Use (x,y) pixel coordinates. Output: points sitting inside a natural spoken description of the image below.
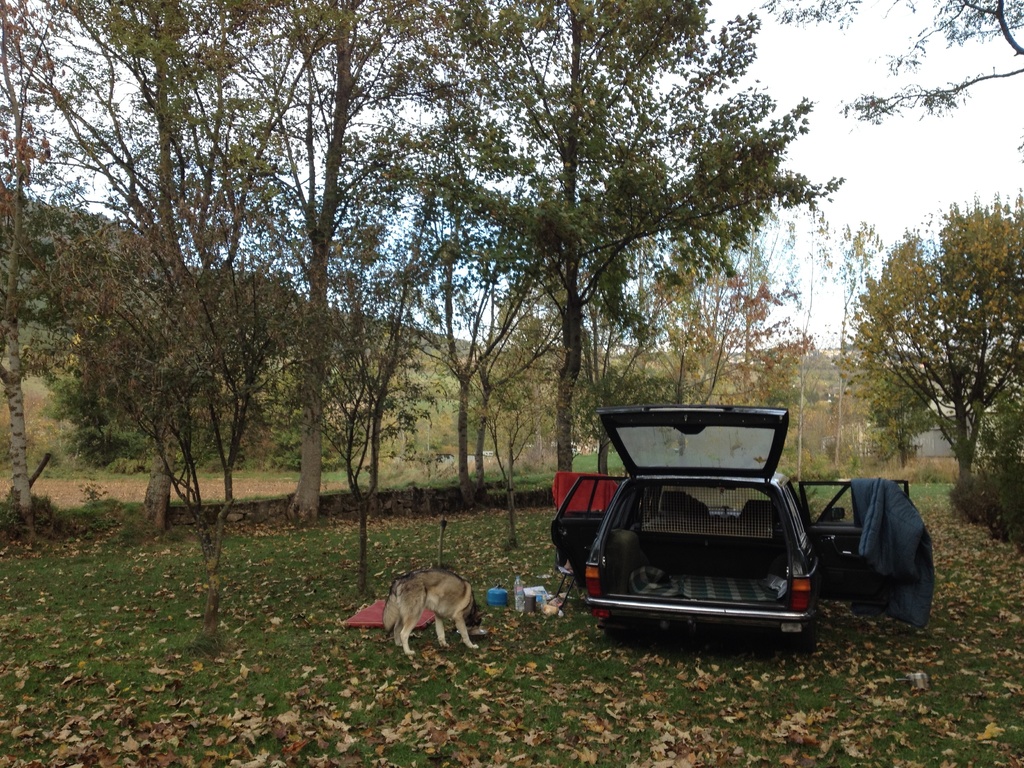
In this image we can see a car (674,539). There are many objects (550,600) placed on the ground (577,602). There is a dog (460,617) in the image. There is a grassy land (524,630) in the image. There is a sky (787,102) in the image. There is a house (921,444) at the right side of the image (937,429). There are many dry leaves (720,735) on the ground (904,732). There are few objects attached to a car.
